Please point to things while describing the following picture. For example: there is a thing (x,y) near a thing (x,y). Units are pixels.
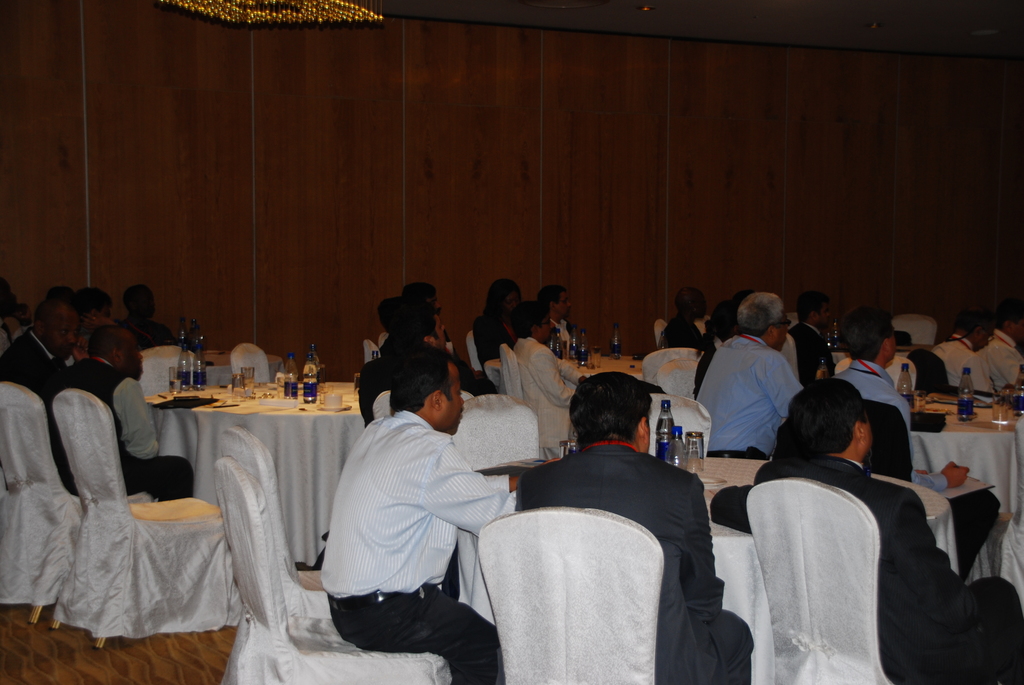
There are many persons (836,384) sitting on chairs (254,568). There are many chairs (25,497) and tables (279,415) in this room (729,440). On tables (350,399) there are bottles (309,365) glasses (249,385), cups (332,403) and saucer (340,408). In the background (363,172) there is a wall (605,219).
